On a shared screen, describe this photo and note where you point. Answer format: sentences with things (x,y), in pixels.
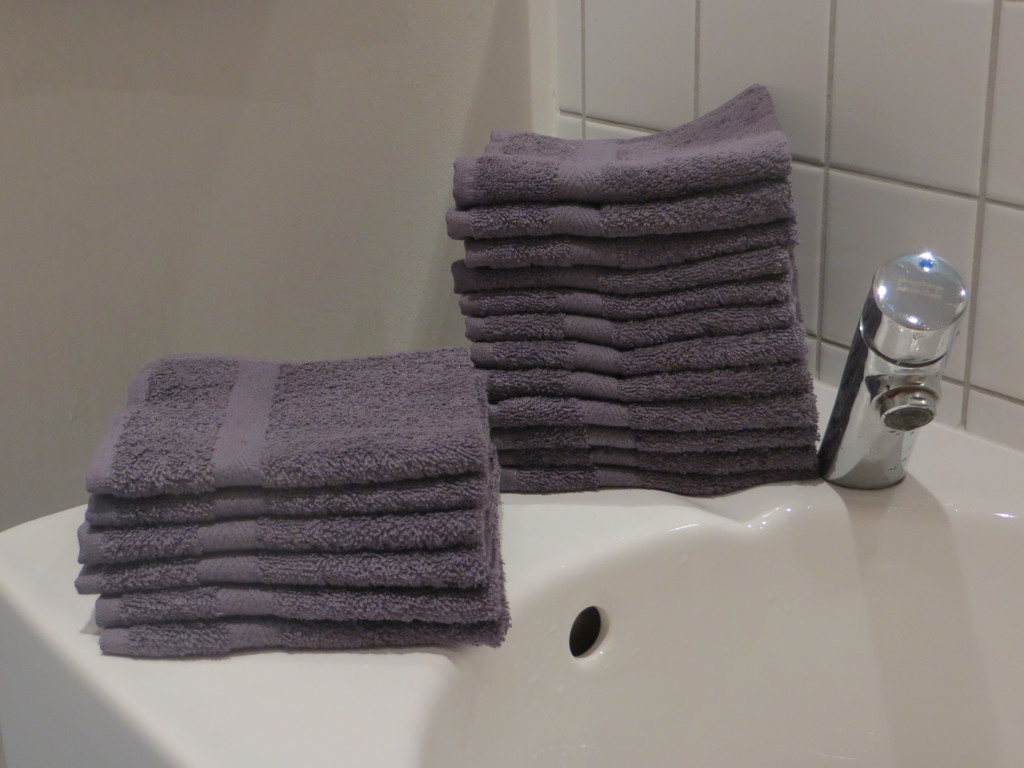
In this picture I can see there is a wash basin (883,537) and there is a tap (920,329) and there are some napkins (463,531) here and there is wall (194,121) in the backdrop (210,134).
